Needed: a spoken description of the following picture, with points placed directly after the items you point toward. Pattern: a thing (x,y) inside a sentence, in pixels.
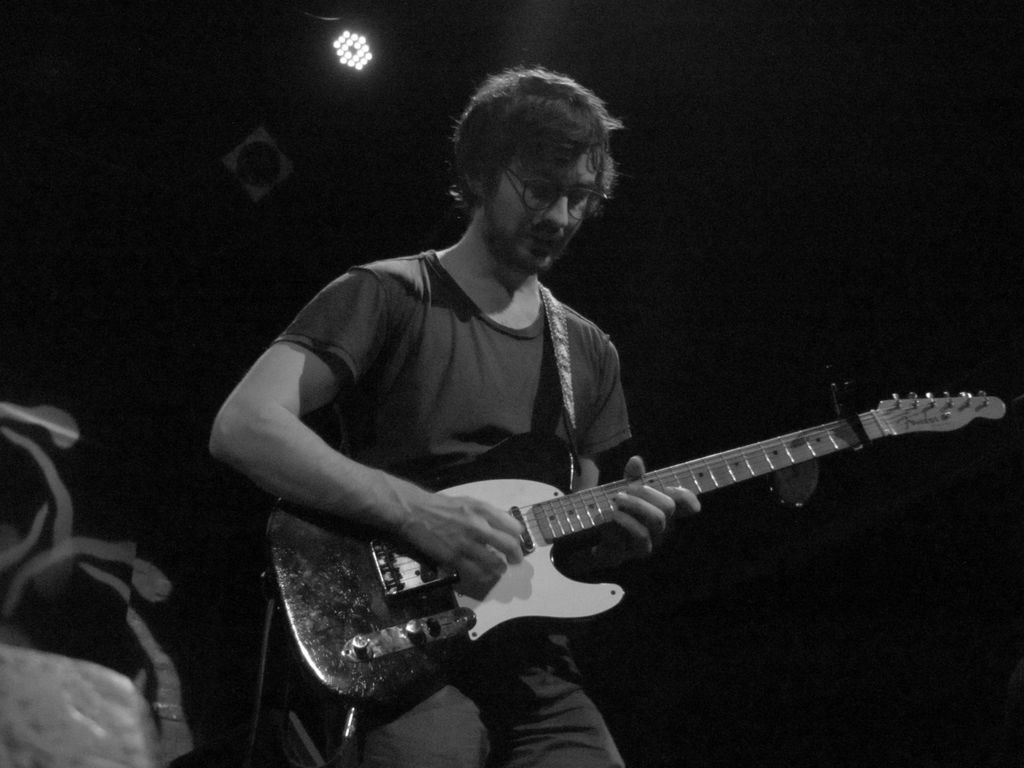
In the picture we can find a man (520,324) holding a guitar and in the background (431,209) we can see curtain (780,151) and light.
